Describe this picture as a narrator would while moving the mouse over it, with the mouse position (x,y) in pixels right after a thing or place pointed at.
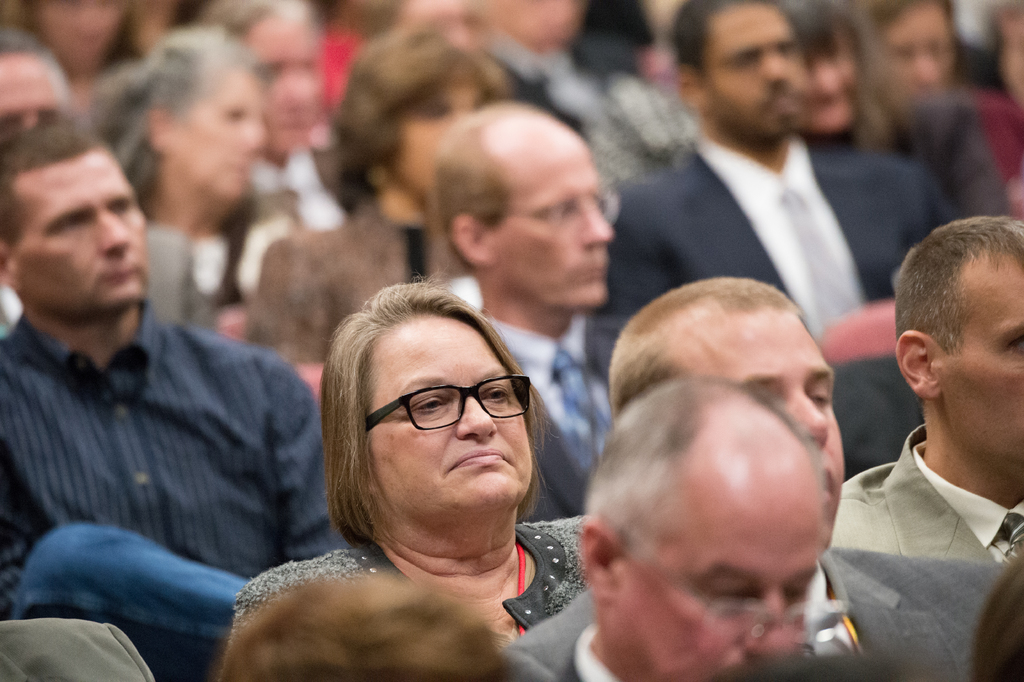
In this image I can see the group of people (434,351) with different color dresses (589,432). I can see one person (332,401) wearing the specs (415,425).
